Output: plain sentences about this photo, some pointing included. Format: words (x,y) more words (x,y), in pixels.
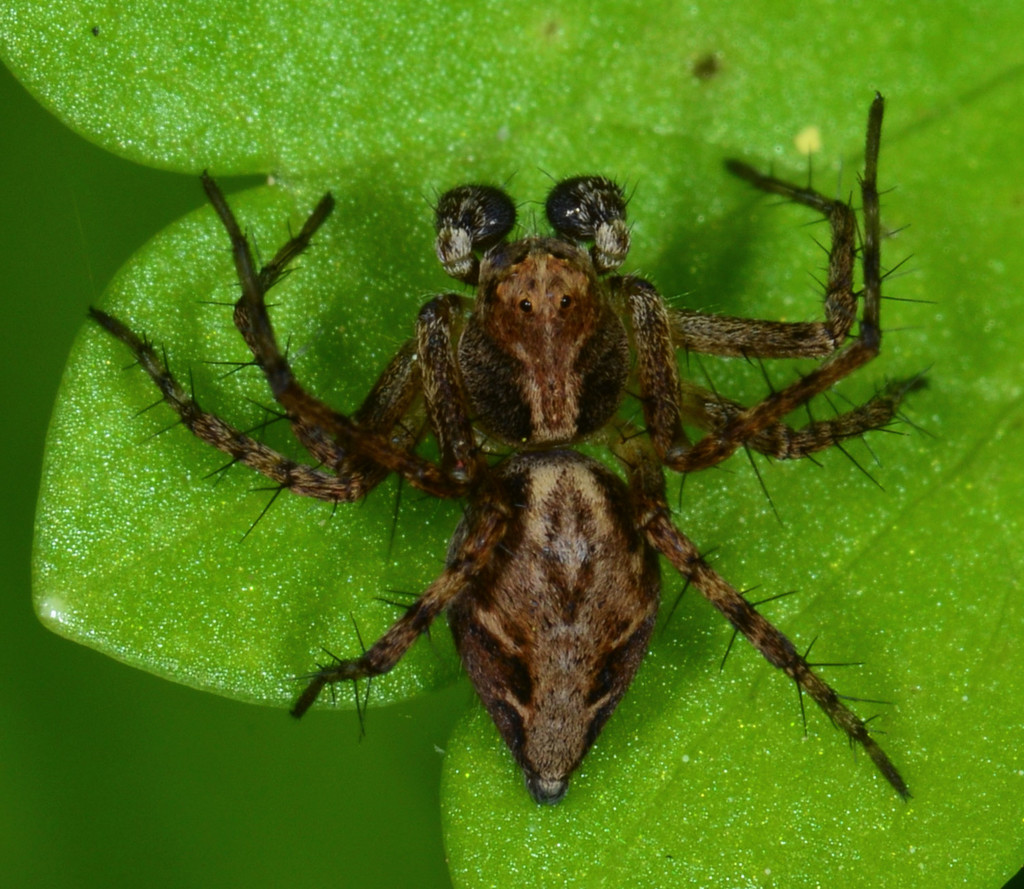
In this image we can see one spider (506,245) on the green leaves (421,98) and there is a green color background (216,770).
